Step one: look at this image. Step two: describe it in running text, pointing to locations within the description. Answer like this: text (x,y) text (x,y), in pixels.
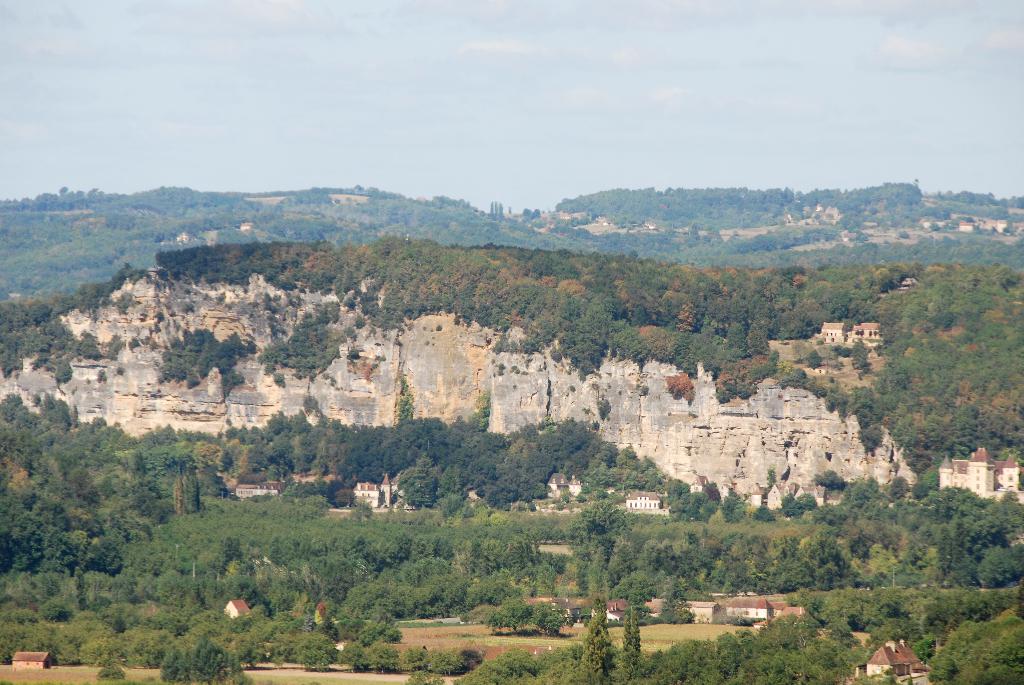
In this picture I can see there are few buildings (253,491) and there are many trees (369,595) here and in the backdrop (223,320) there are mountains (366,282) and there are trees (1014,274) covered with mountains (921,346) and the sky (419,98) is clear.
